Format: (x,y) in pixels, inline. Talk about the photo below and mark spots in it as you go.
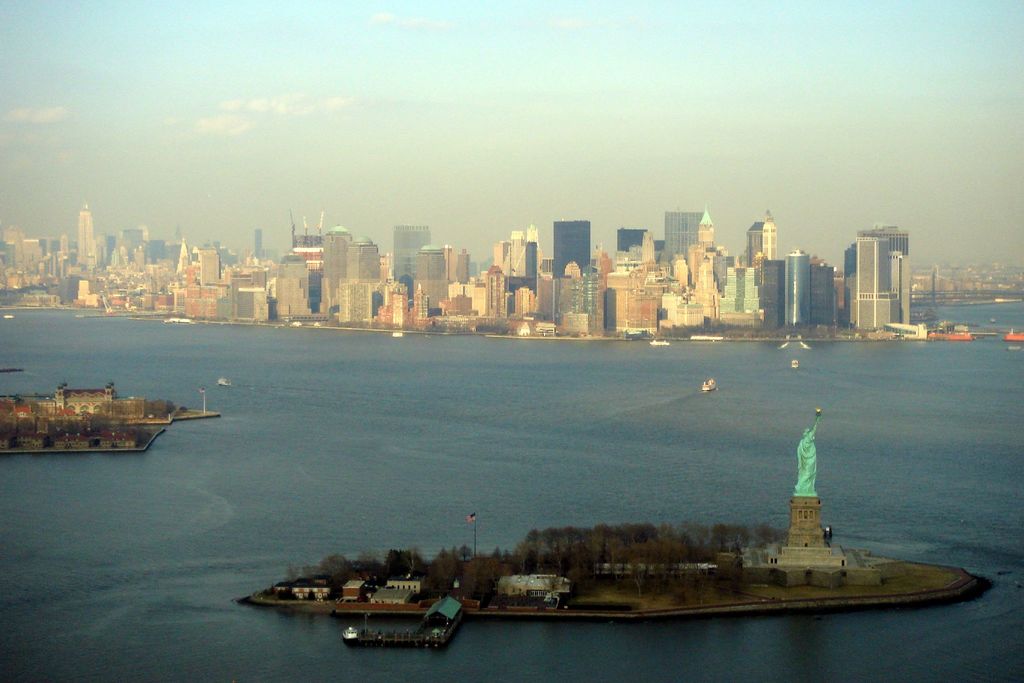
It is the image of New York city (23,268), beside the city (132,303) there is a sea (835,355) and in between the sea (113,334) there is a sculpture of statue of liberty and few ships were sailing around the statue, there are many tall buildings (435,249) and towers (725,250) in the city (766,225). In the background (248,136) there is sky (338,74).
